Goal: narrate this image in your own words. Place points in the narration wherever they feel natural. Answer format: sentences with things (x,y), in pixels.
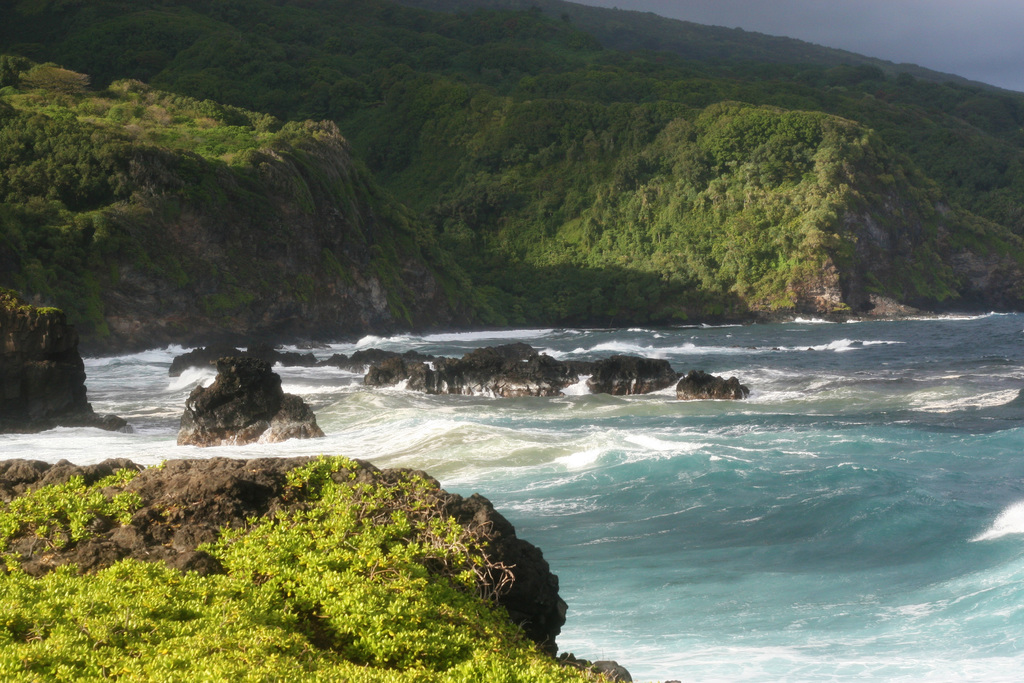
In this image there is the sky (851,40), there are mountains (484,121), there are trees (422,187) on the mountains (545,212), there is a sea (344,419), there are rocks (445,370) in the sea (690,367), there is a rock (37,367) truncated towards the left of the image (22,346), there are plants (367,641) truncated towards the bottom of the image (340,614).
